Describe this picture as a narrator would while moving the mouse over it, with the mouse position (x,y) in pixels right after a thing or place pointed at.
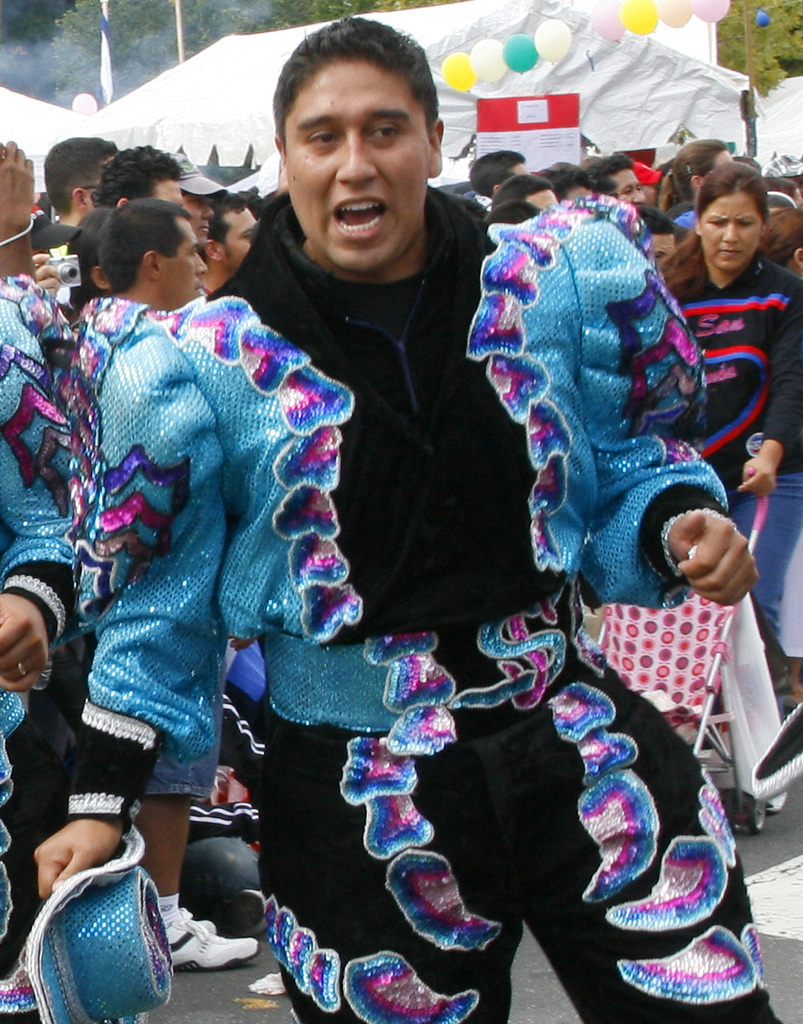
In this image, I can see a man (555,912) standing with a fancy dress (359,476). Behind the man (365,465), there are group of people (709,331) standing. In the background (195,112), I can see a tent (198,88), board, balloons (521,69) and trees (151,22).
